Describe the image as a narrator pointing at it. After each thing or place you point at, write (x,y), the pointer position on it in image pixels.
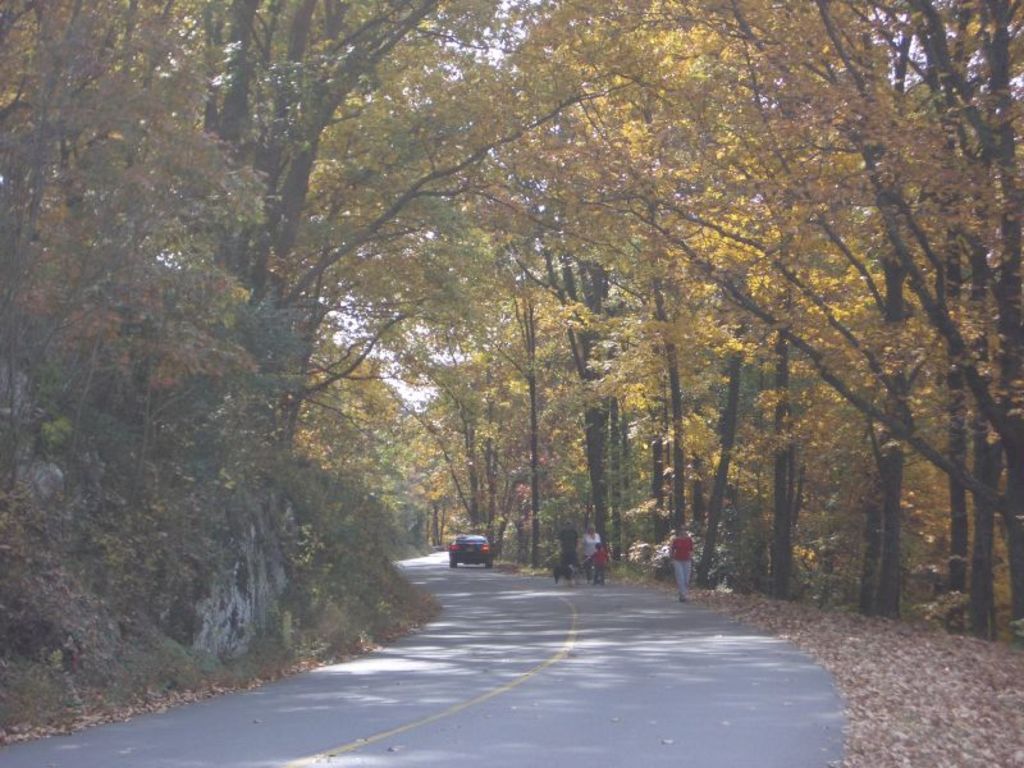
In the middle of the image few people (597,568) are walking and we can see a dog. Behind them we can see a vehicle (492,544) on the road (615,737). At the top of the image (505,164) we can see some trees (346,156).
